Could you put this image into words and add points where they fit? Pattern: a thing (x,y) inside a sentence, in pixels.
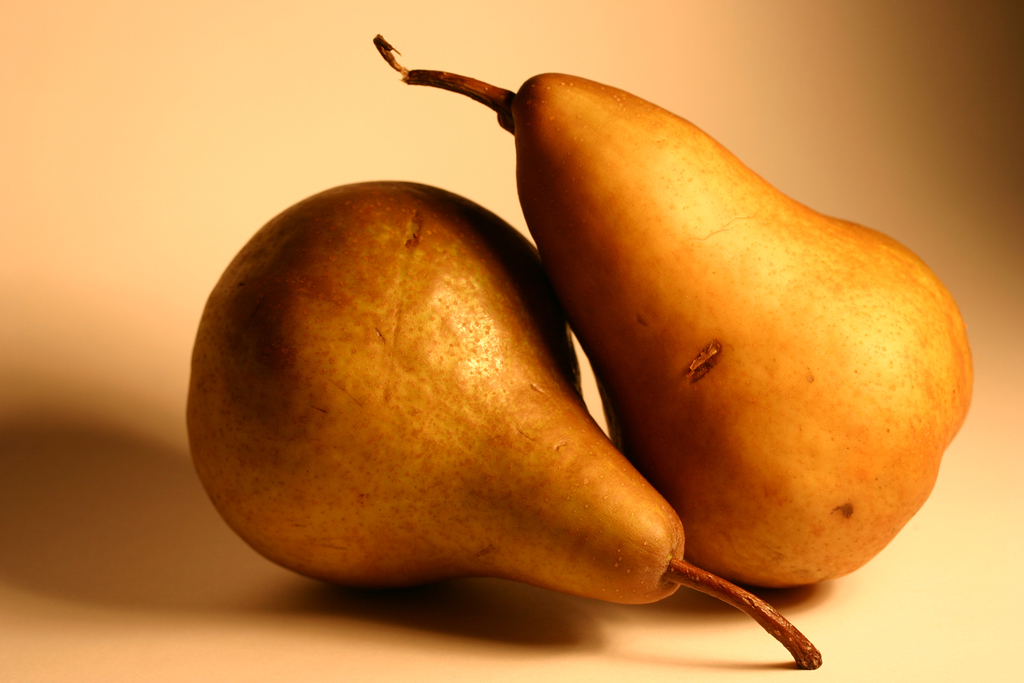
In the center of the picture (489,232) there are pears fruits (615,397) on a white surface (1003,593).
